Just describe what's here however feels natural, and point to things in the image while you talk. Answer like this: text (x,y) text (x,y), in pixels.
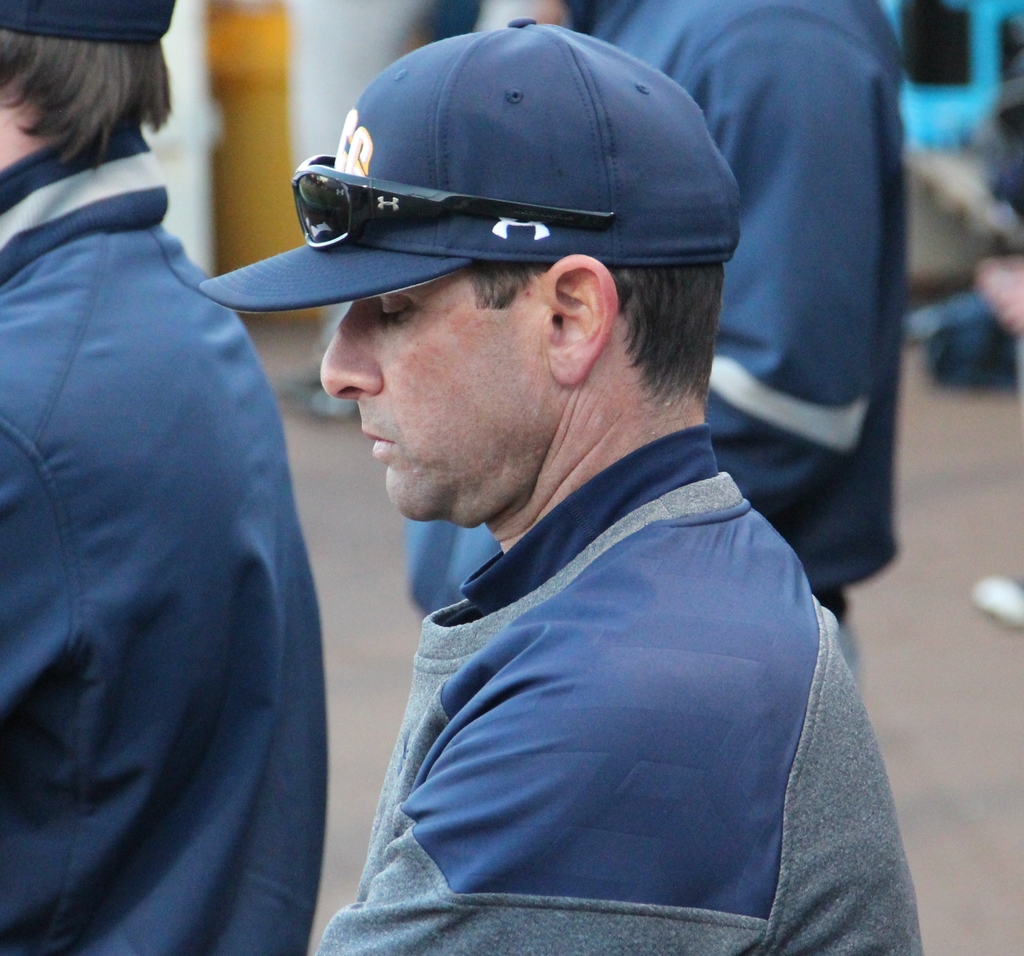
The picture of a man (493,405) standing, he is looking downward. He wore cap (604,149) and goggles (392,200). His t-shirt (589,604) is in blue and ash color. In-front of him there is a man (99,416) standing. Beside this man (596,403) also a man (765,307) is standing in blue jacket (804,330).
